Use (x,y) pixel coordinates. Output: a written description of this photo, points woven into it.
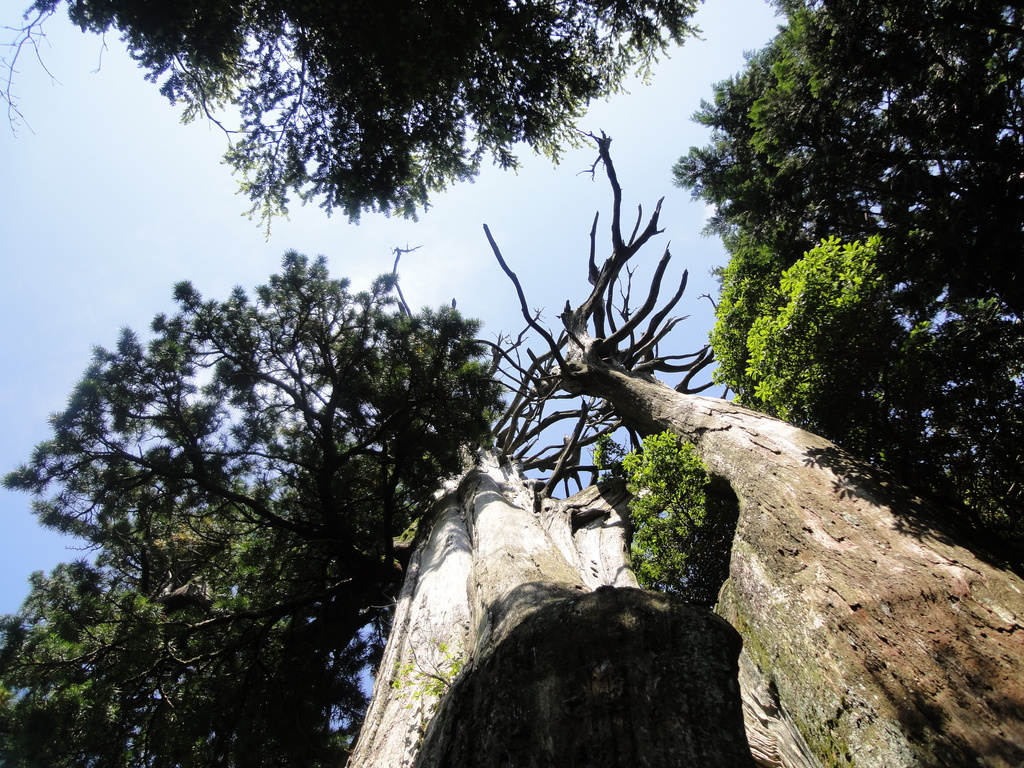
The picture consists of trees (689,452). Sky (685,268) is clear.
